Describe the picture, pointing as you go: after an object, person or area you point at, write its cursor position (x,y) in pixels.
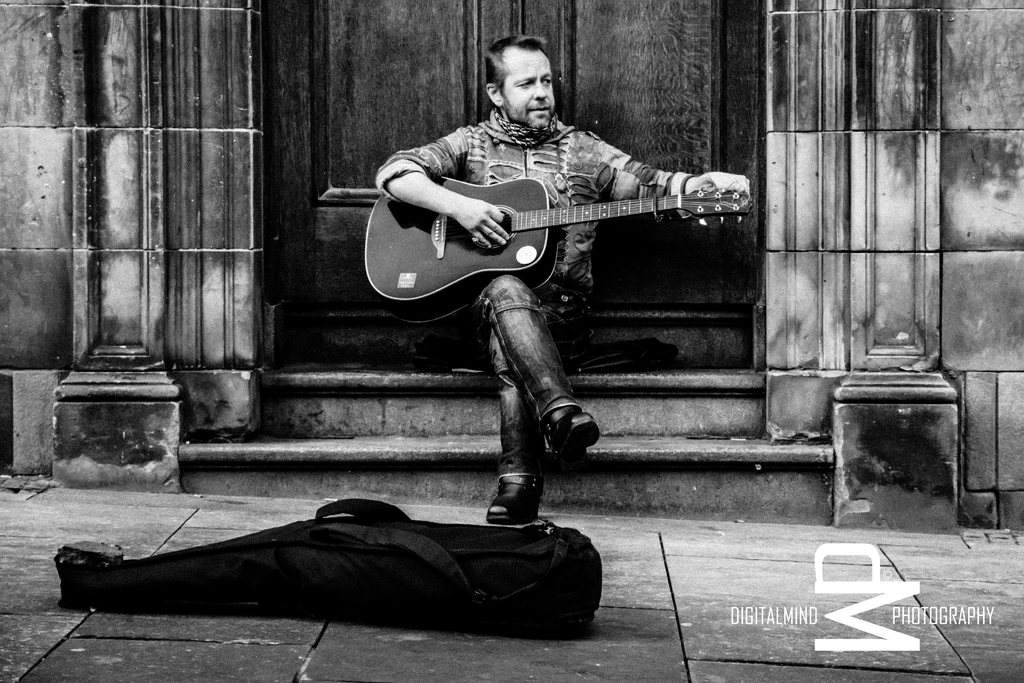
This looks like a black and white image. There is a man (506,440) sitting and playing guitar (528,258). This is a guitar bag (421,597) lying on the floor (655,629). At background (674,98) I can see a wooden door (384,57) and these are stairs (346,428).
